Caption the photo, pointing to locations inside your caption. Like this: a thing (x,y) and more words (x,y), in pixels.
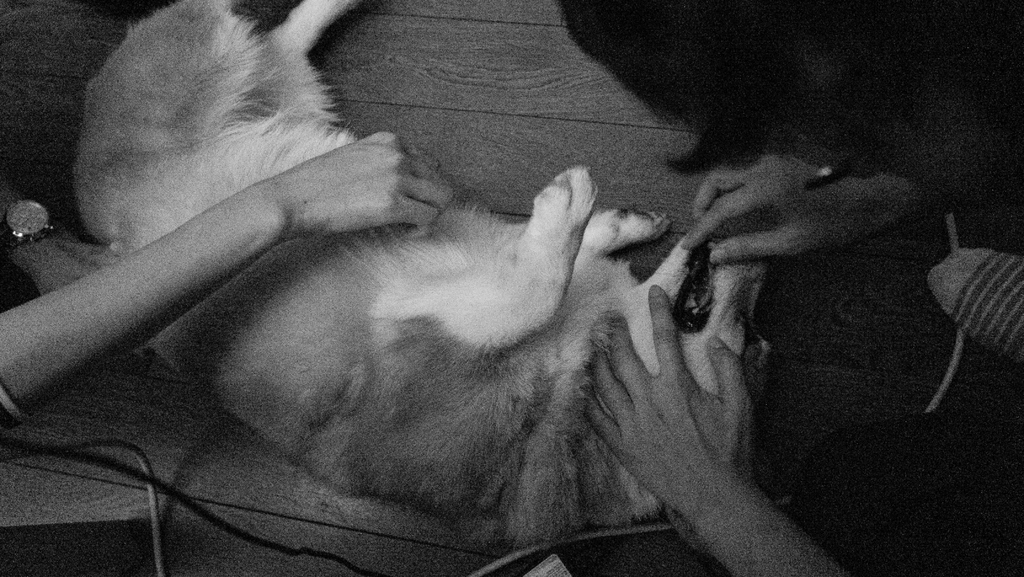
Here we can see a dog (135,138) on the floor (559,145). There is a person (920,36) on the right side (979,174) and he is placing his hands (713,249) on the mouth (715,270) of a dog (691,285). Here we can see a person hand (206,244) on the dog (385,265).
